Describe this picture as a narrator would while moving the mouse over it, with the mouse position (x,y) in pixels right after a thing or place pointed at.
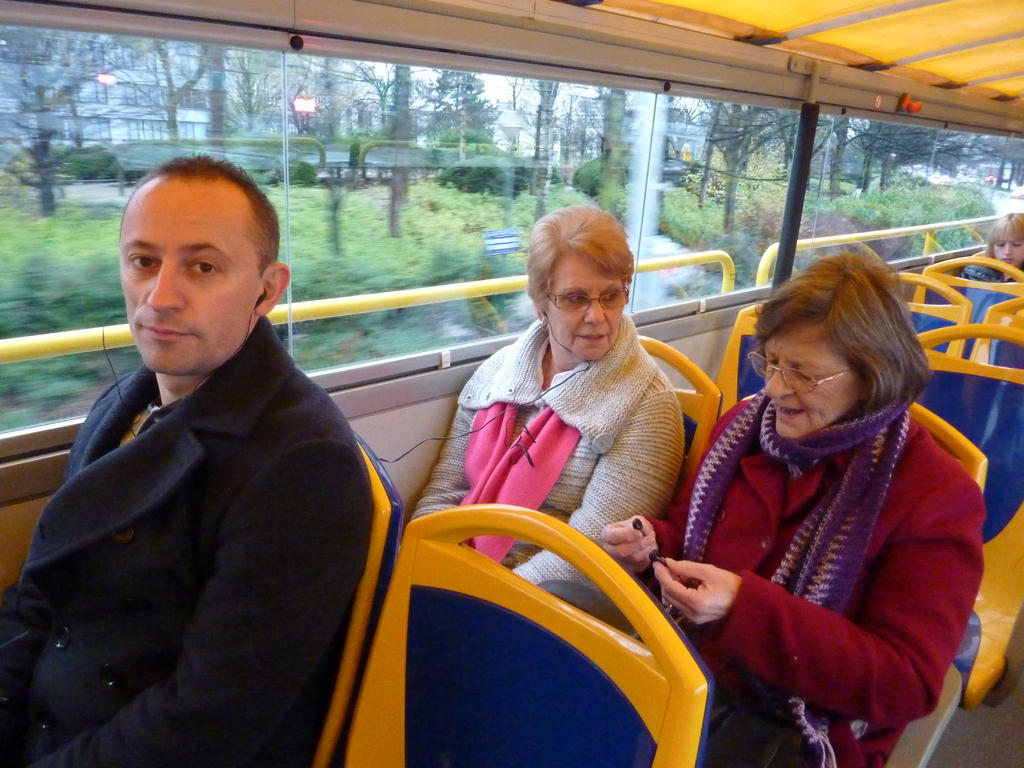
At the bottom of this image (713,536), there is a person (218,258) and two women (720,486) sitting on the chairs (316,766) in a vehicle (680,663), which is having glass windows (829,124). In the background (1012,253), there is a woman (1002,240) sitting on another chair (963,270). Through these glass windows (668,134), we can see there are trees (48,172), plants (25,255) and buildings (130,64).
